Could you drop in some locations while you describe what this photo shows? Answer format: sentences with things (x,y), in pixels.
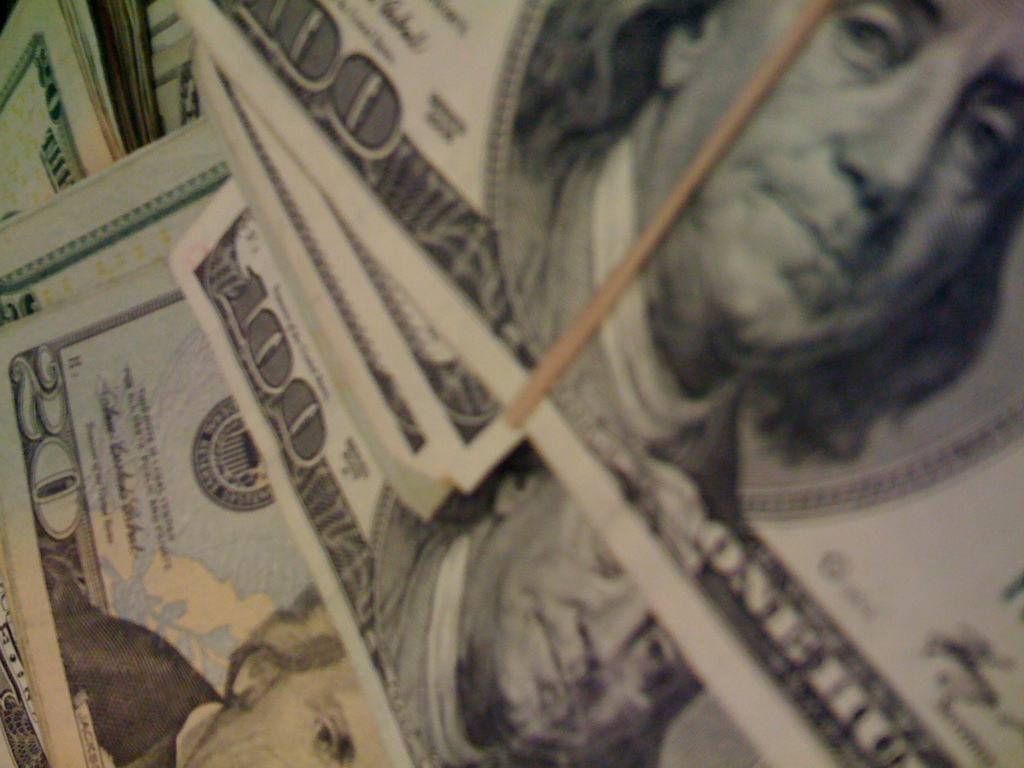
In this image we can see some currency notes (506,414).
